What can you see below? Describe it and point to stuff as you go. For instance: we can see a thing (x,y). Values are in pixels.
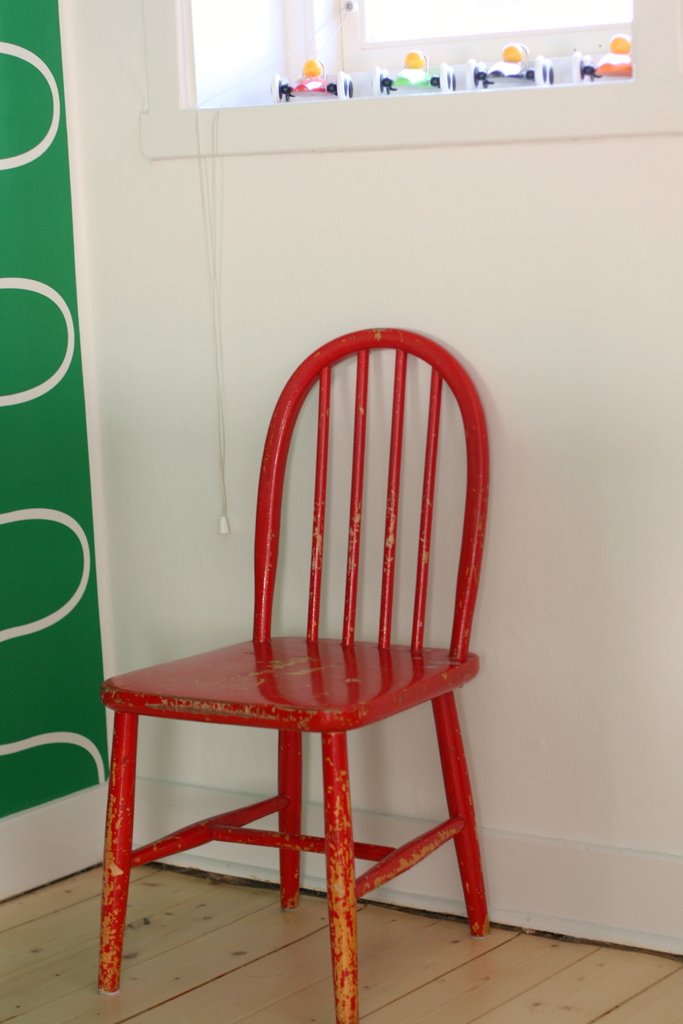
In this picture we can see a chair (367,647), on the left side (72,322) there is a wall (76,206), we can see a window (498,48) at the top of the picture (523,35).
